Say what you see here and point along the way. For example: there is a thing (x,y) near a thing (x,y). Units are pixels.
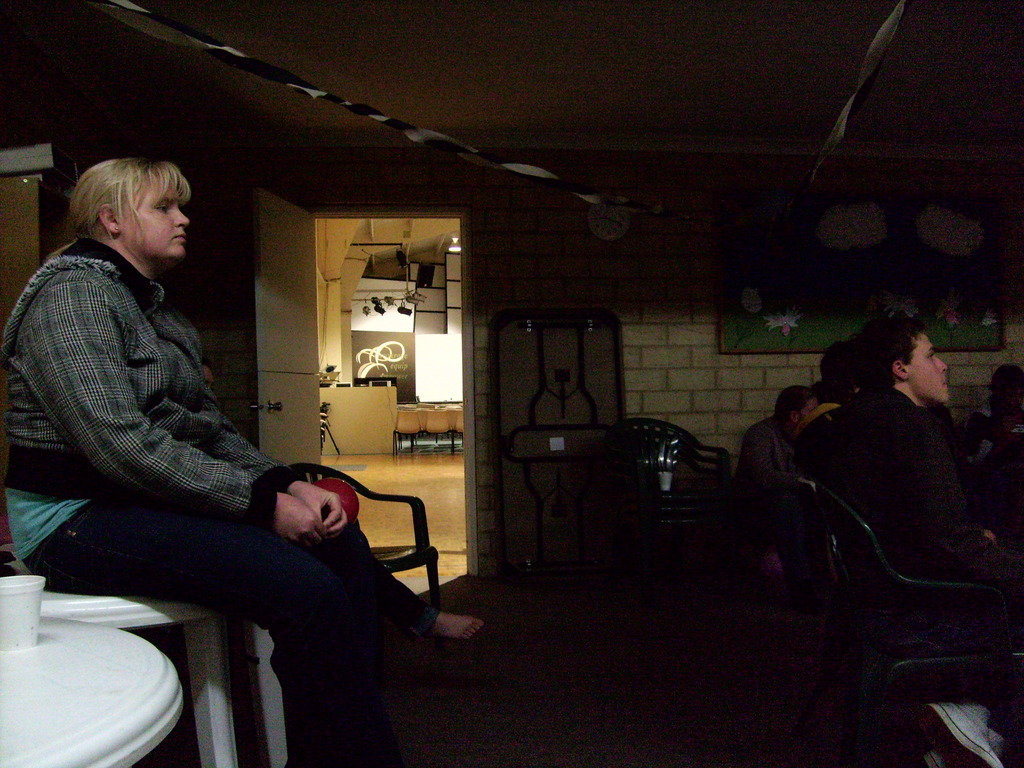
In this image to the left (7,394) there is a woman (209,434) sitting on a table (57,599) wearing sweater (163,433) and a blue jeans (245,547). To the right (1020,442) there are group of persons (955,707) sitting on chairs (878,569). In the background (672,252) there is a wall (671,252) with a frame (731,250), wall clock (614,225) and a door (469,324) which is entrance (471,409) to another room (399,353). In another room (442,433) there are some chairs (445,424), lights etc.
